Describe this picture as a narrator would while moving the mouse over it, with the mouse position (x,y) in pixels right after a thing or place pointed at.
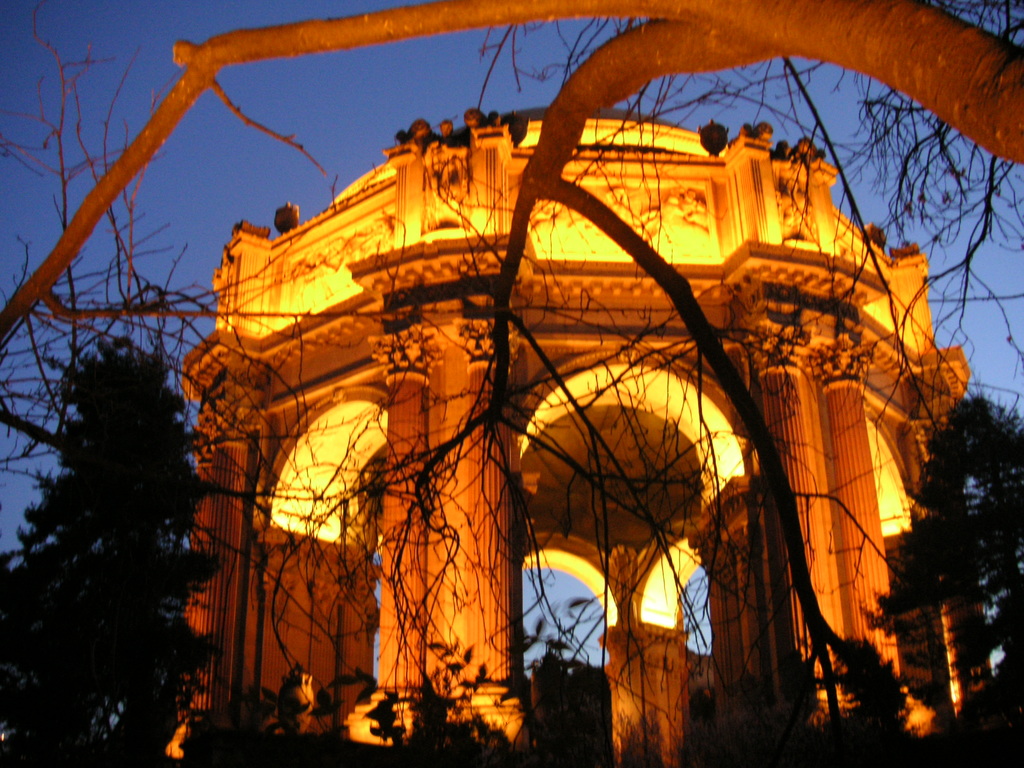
In this image I see a monument (488,390) which is of orange in color and I see the trees (595,397). In the background (118,140) I see the sky (69,18) and I see that it is a bit dark over here.
